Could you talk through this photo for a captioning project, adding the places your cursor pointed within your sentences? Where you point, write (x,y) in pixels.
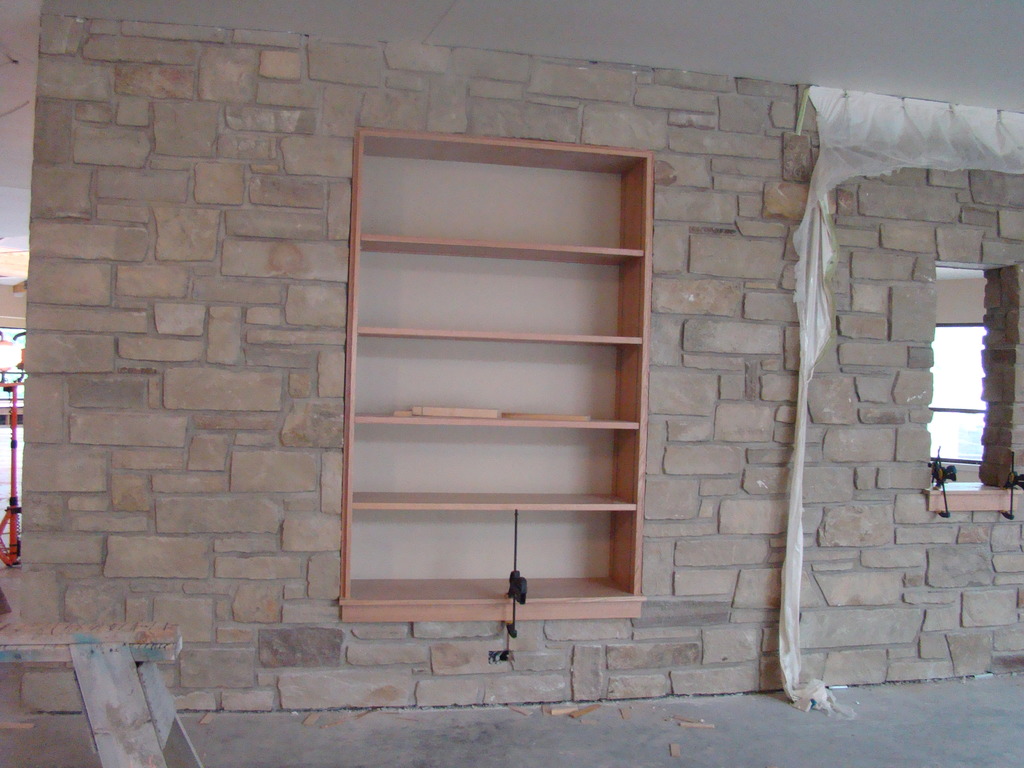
Here we can see a rack (610,357) and a wall (854,580).
